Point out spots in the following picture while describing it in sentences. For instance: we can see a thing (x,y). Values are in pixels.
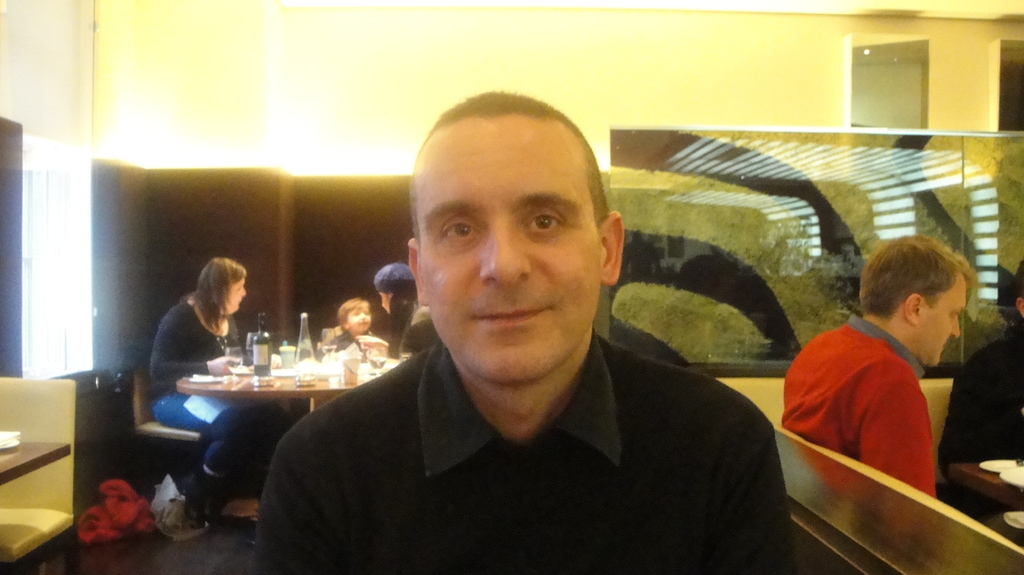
It is a restaurant (320,363) many people (971,427) are having food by sitting around the tables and in the front (460,446) a person (473,435) is wearing a black shirt (497,486) and he is posing for the photo and in the background (496,51) there is a wall (704,101) and on the right side (924,153) there is a panel (923,155).
